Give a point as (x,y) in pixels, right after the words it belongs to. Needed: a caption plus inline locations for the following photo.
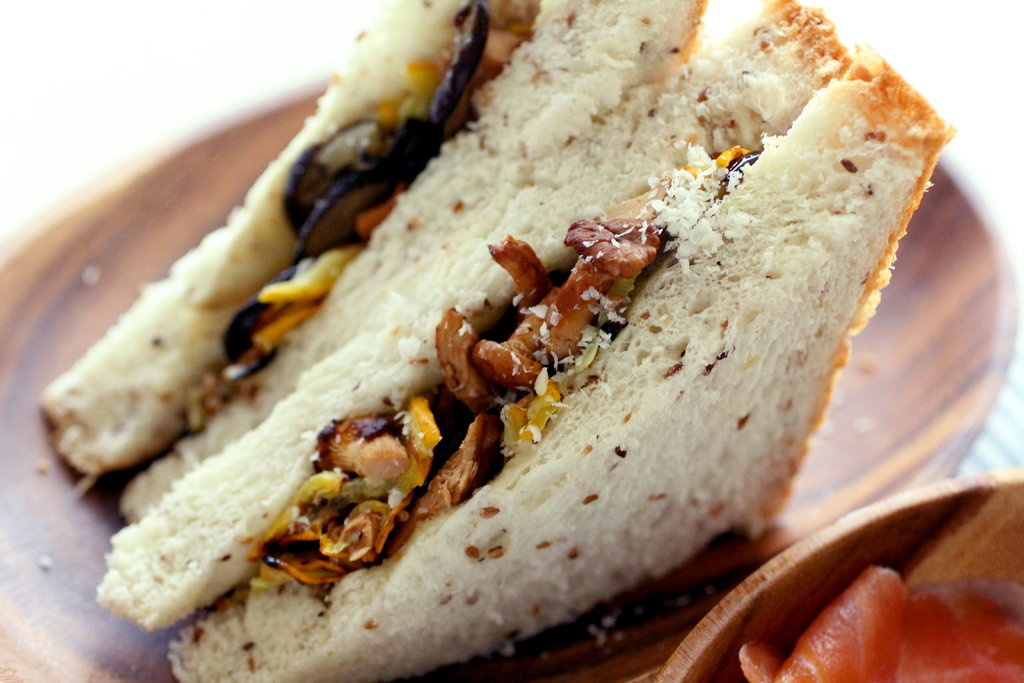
In this image, I can see two pieces of sandwiches (376,294), which is kept on a plate (948,295). At the bottom right side of the image (872,506), I can see a bowl (960,533) with a food item (914,628) in it.
